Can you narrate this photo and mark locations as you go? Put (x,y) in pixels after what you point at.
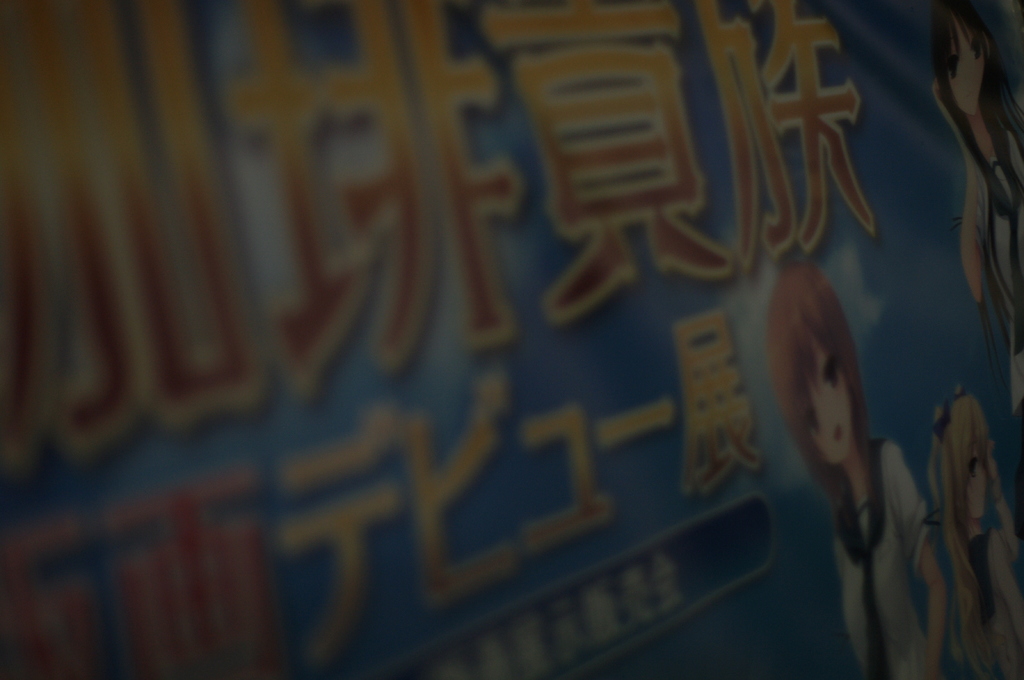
In the image we can see there is an animation poster (655,311) on which girls (874,520) are standing.
